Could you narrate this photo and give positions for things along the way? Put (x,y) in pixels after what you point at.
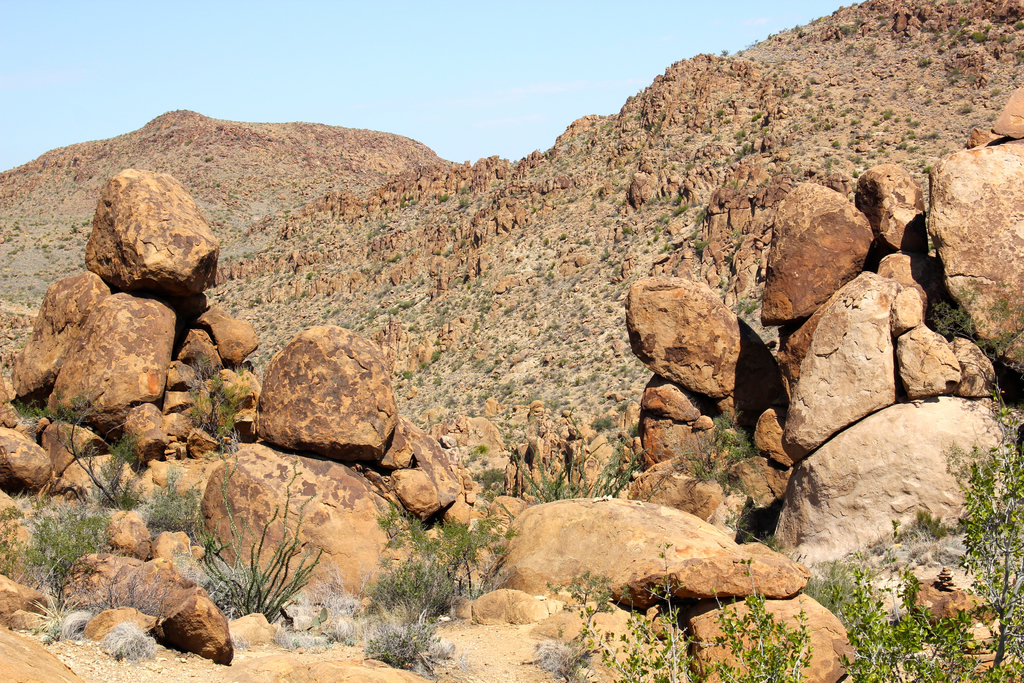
In this image there are plants (383,625), rocks (455,271), hills (290,189), sky (165,59).
